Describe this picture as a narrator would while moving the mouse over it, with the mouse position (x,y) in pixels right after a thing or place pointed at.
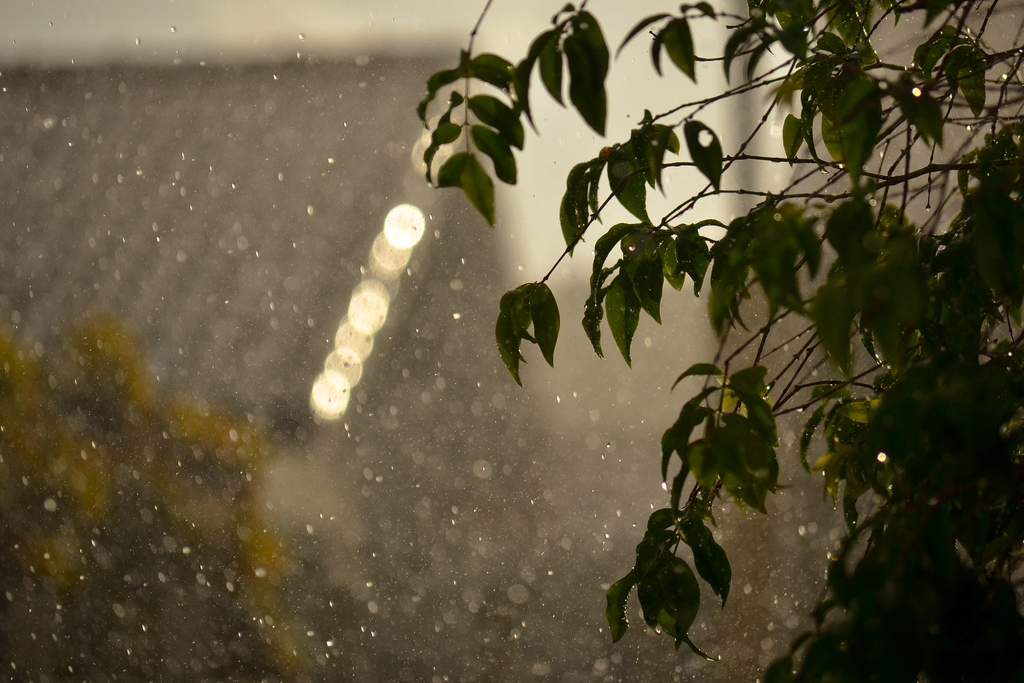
In this picture, we can see some plant (883,217) and the blurred background with some lights (346,326).
